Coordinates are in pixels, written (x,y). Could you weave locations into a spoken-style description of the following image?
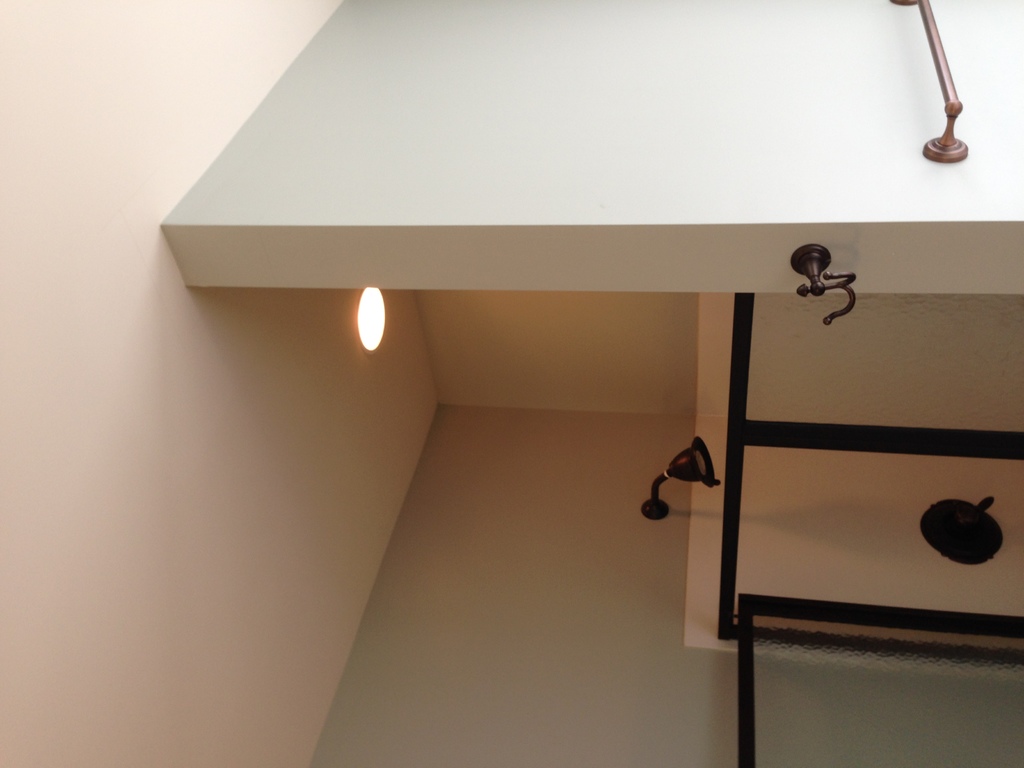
In this image, we can see walls (545,116). On the right side of the image (770,307), we can see glass objects (892,706), holder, rod (950,80) and some object (701,471).
